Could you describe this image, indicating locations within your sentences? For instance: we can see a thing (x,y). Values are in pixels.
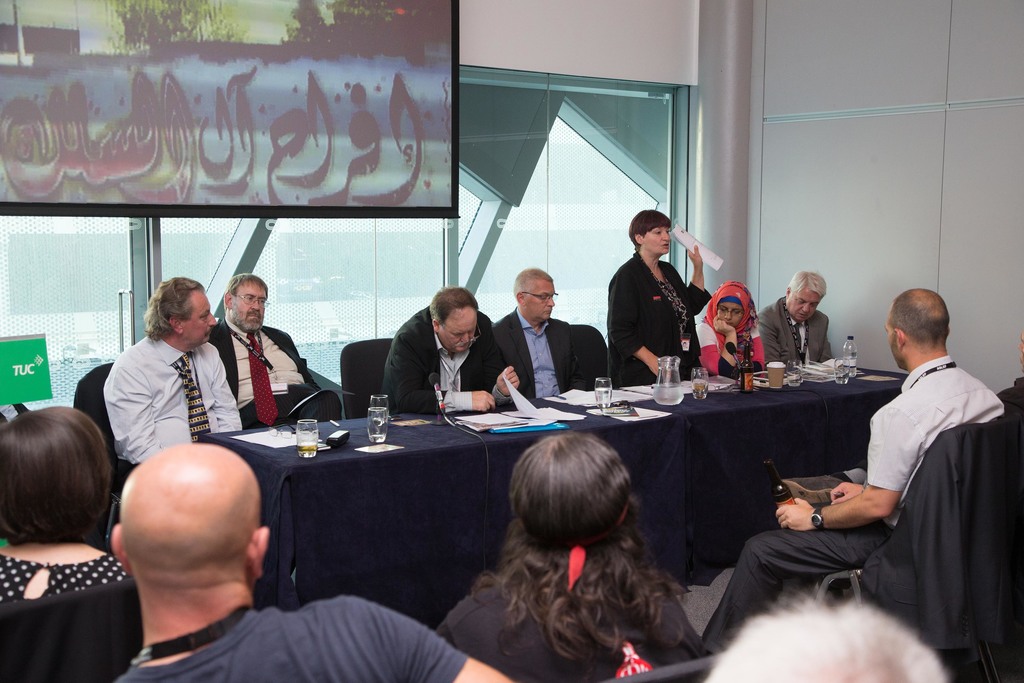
Here in this picture, in the middle (540,349) we can see a group of people (421,332) sitting on chairs (347,412) with table (729,400) in front of them and we can see a woman (616,330) standing and speaking something to the people (828,537) present in front of her, who are sitting in chairs (134,643) over there and on the table (385,462) we can see glasses (388,409), jars (660,394) and papers (526,418) present all over there and behind them on the top (20,163) we can see a projector screen (210,2) present and we can also see a window (657,192) present over there.
